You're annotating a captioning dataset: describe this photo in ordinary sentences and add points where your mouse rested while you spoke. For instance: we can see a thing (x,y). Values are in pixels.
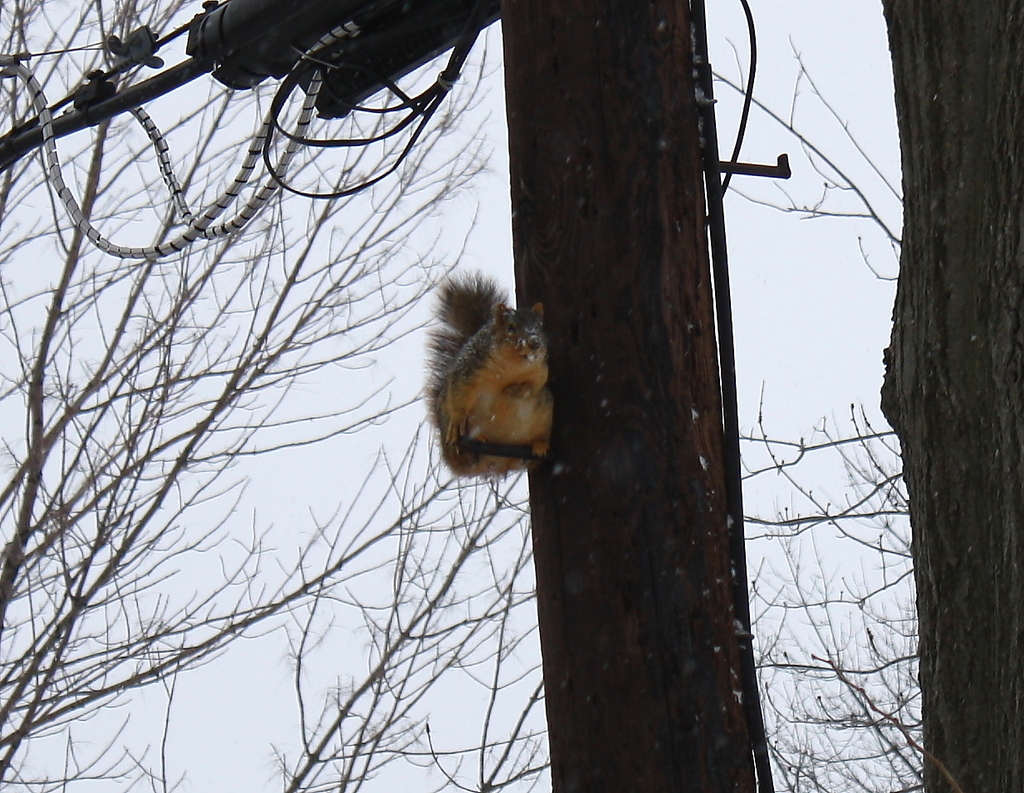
In this picture we can see an animal (495,416) on the pole (634,434), in front of the animal (487,472) we can find an object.
